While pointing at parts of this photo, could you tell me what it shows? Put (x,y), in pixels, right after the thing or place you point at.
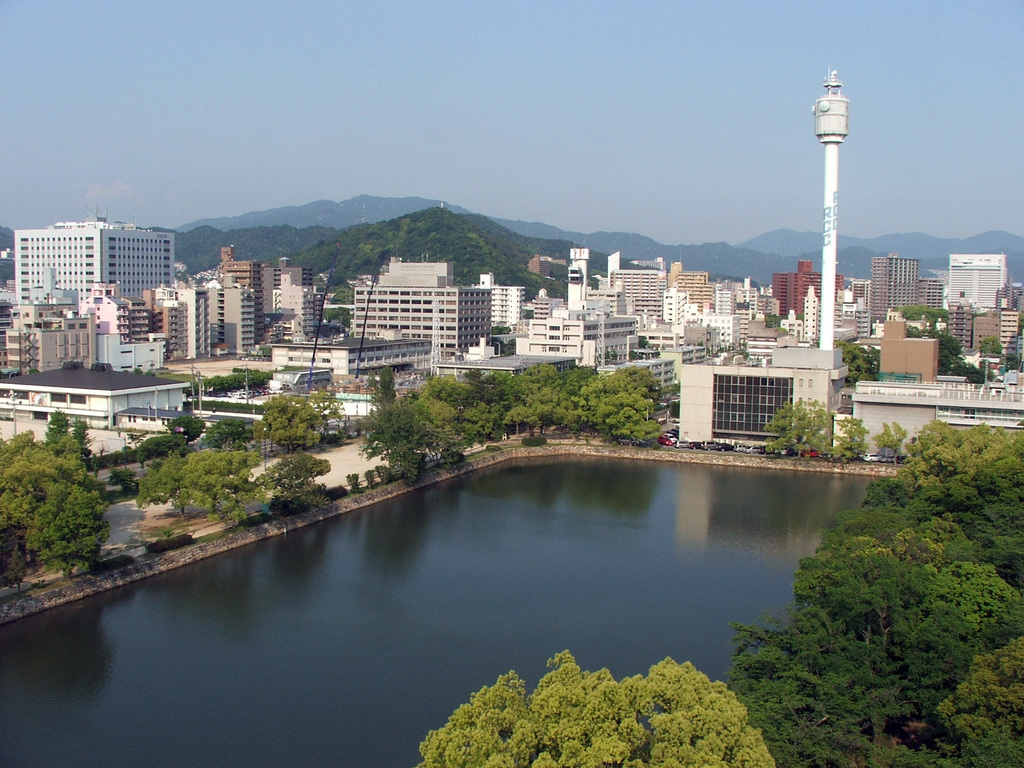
In this picture we can see water (248,708) at the bottom (235,717), there are some trees (927,599) here, in the background (1016,374) we can see some buildings (599,328), there is a tower (833,286) here, we can see some vehicles (726,445) here, there is the sky (328,112) at the top of the picture (314,78), we can also see a hill (424,210) in the background (454,227).
